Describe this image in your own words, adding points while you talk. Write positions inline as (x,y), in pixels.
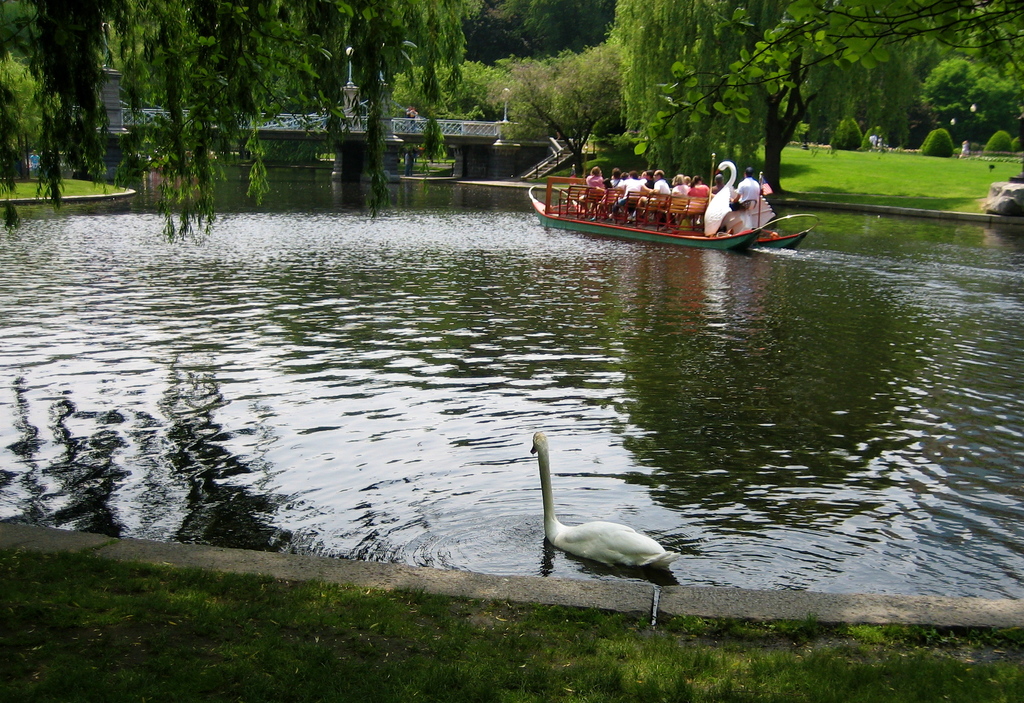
In this image we can see a few people (704,196) sitting on the boat (592,230), there is a swan (547,474) in the water (511,381), there are trees (474,68), plants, rock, also we can see the bridge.
